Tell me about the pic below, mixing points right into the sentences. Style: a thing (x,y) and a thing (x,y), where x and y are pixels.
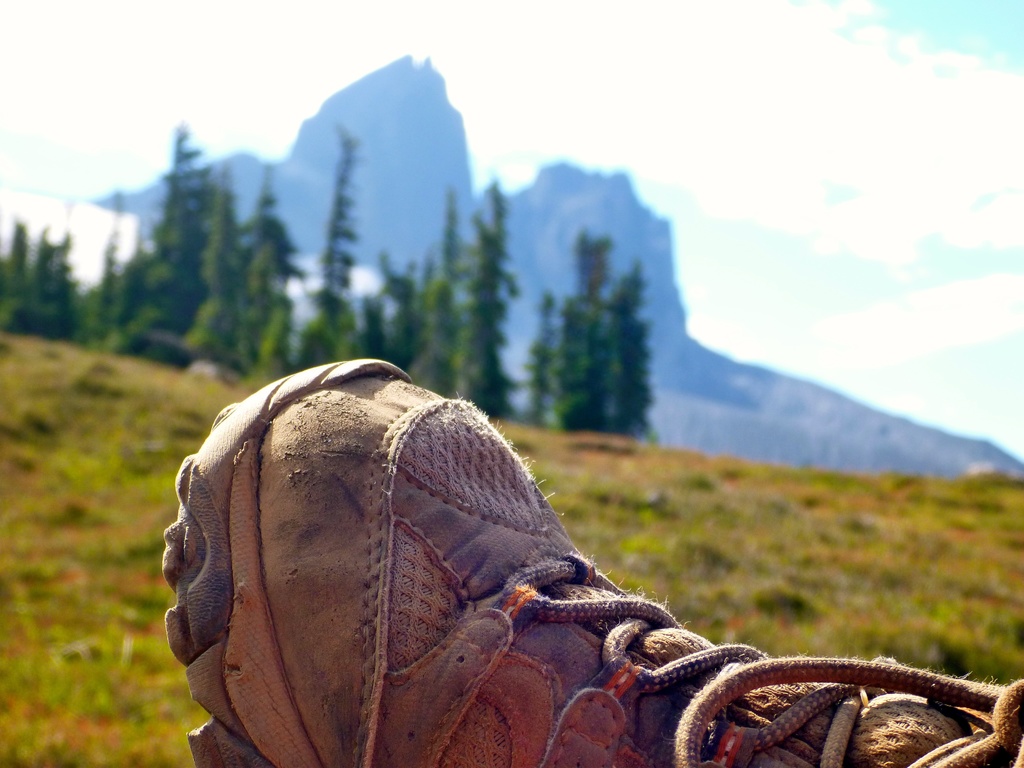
In the foreground of the image (176,572) there is a shoe (195,742). In the background of the image (695,375) there is a mountain (880,427). There are trees (451,346). There is grass (766,483).
